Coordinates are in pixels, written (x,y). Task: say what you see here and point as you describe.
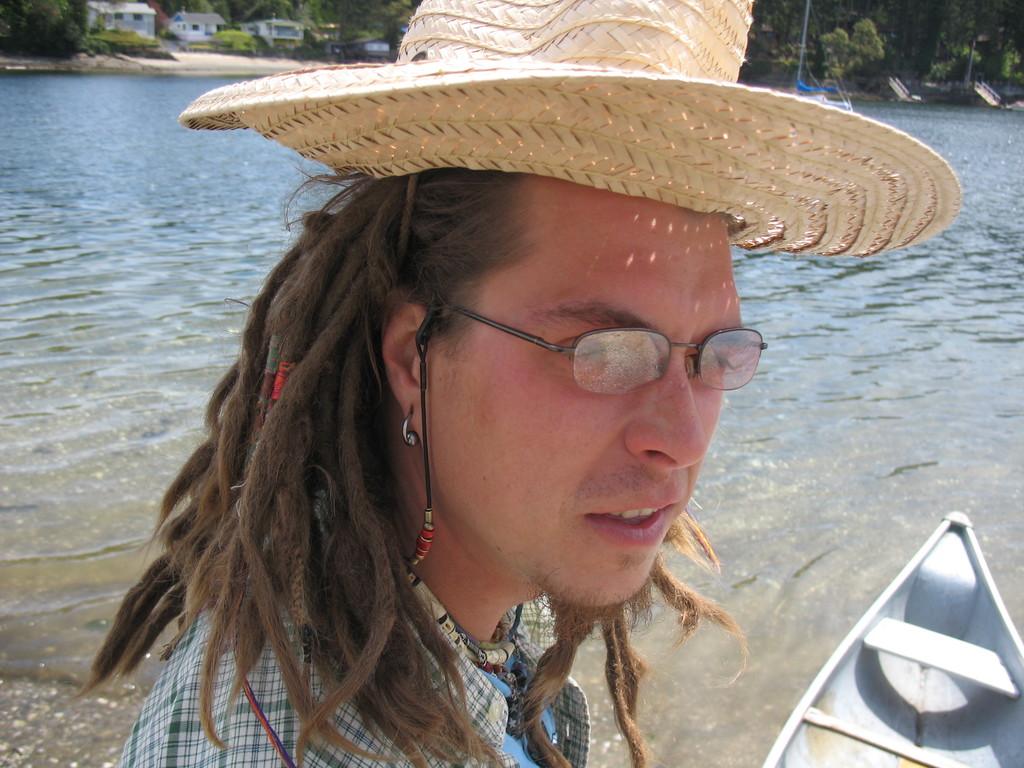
In this image we can see a person (582,286) wearing hat (663,190) and specs (603,379). And we can see boat (866,662) on the water (859,459). In the background (862,68) there are trees (860,36) and buildings (203,20).
